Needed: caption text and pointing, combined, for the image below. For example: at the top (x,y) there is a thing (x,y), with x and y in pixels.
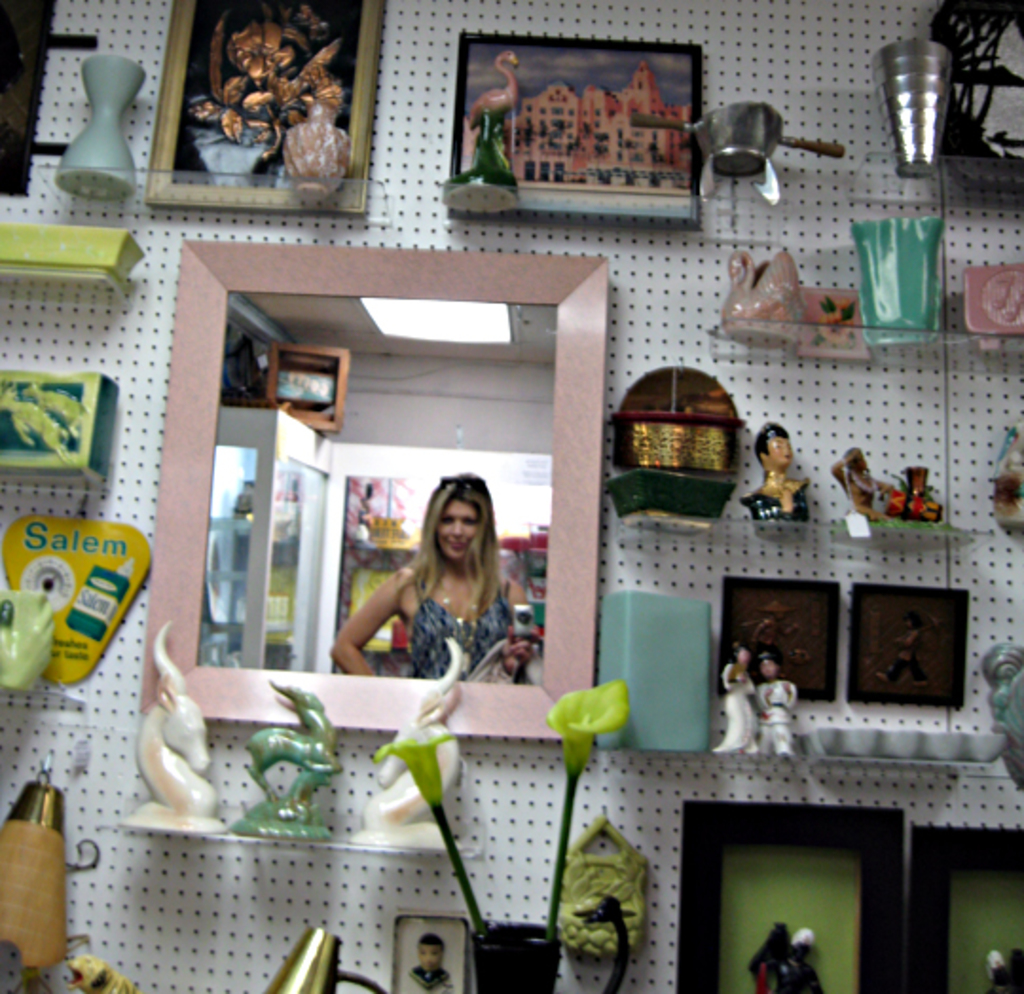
In the picture we can see a wall (89,891) with small holes (530,801) to it and to it we can see a mirror (201,338), some sculptures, and some glass racks (41,700), and some things (696,75) placed on it.
